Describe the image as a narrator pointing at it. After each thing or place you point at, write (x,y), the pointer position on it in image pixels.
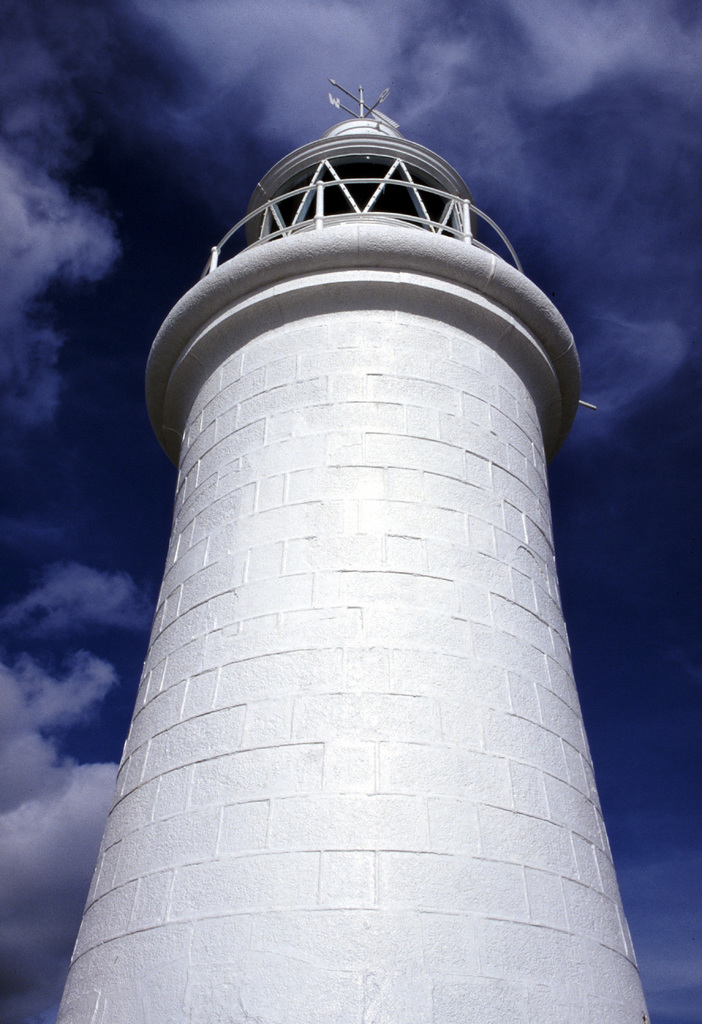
In the center of this picture (300,352) we can see the tower (428,579) and the metal rods (388,214) and some other objects (337,128). In the background (125,287) we can see the sky (94,583) with the clouds (43,805).
